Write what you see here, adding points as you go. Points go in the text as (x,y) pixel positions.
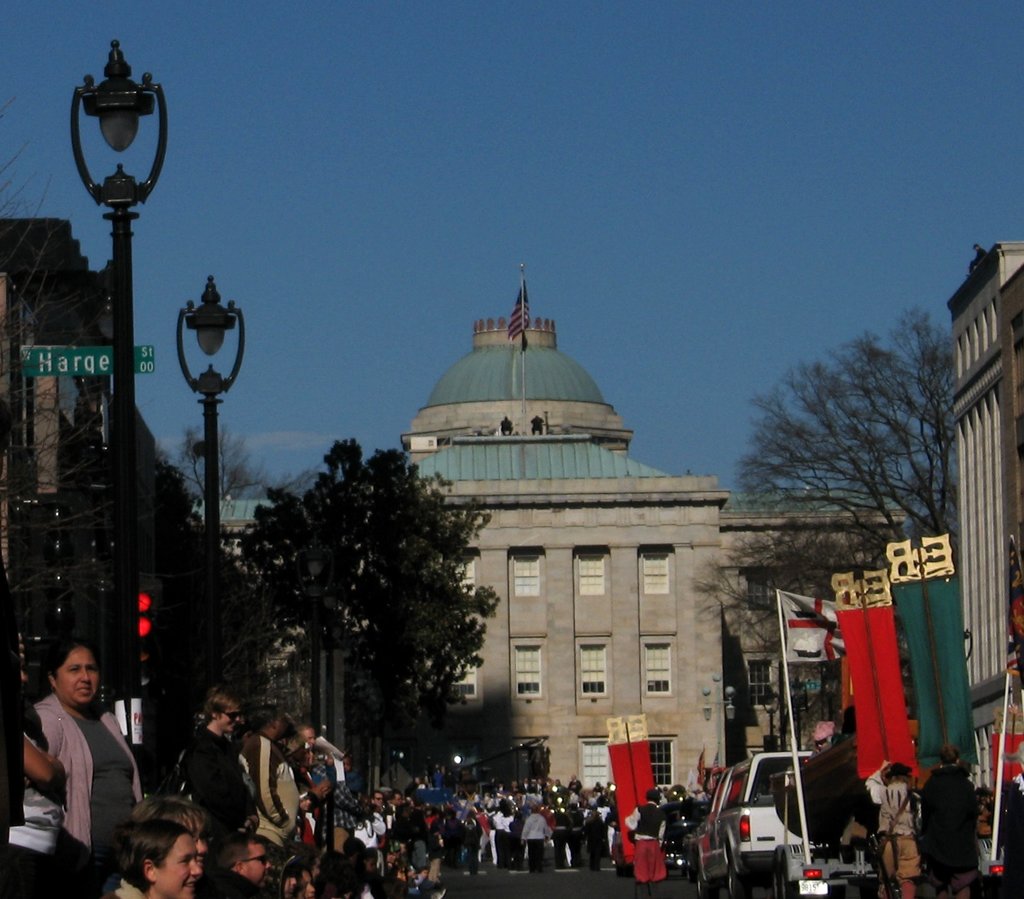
There are groups of people (511,838) standing. This is the flag (798,643) hanging to the pole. I can see the cars (738,826) on the road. These are the trees (350,574). I can see the street lights (115,128). These are the buildings (544,485). Here is the flag (519,310) hanging to the pole (523,371), which is at the top of the building (513,399). This looks like a traffic signal (153,684).
